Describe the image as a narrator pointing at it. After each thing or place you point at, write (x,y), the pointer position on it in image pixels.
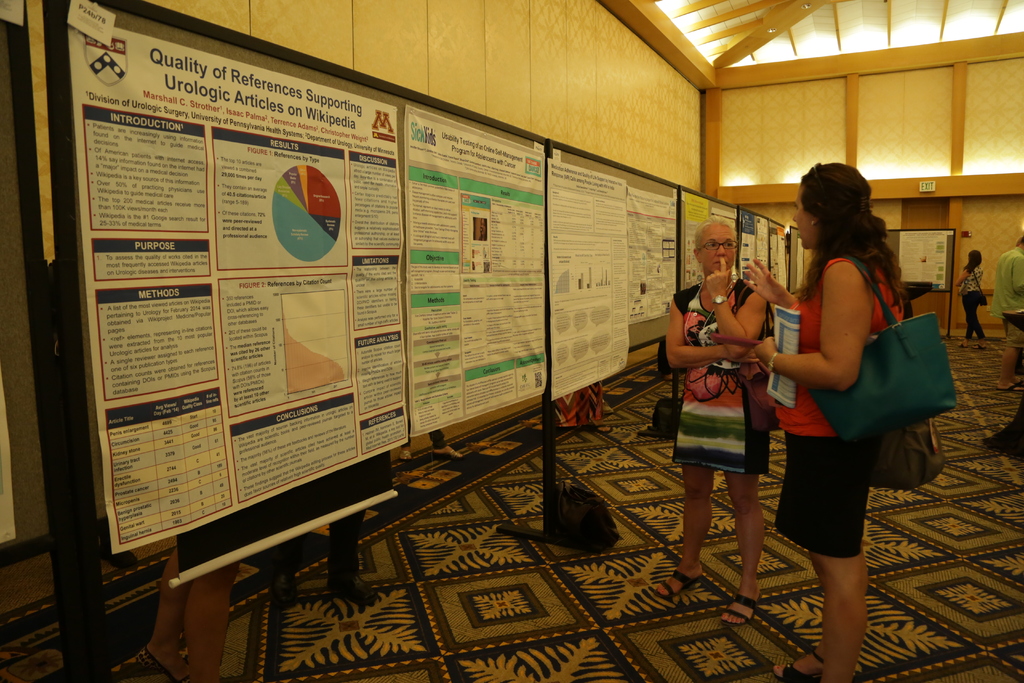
At the top (1001,4) we can see the ceiling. On the left side of the picture (79,232) we can see the notice boards (128,156) with some information. In this picture we can see the people (839,556) and bags (923,470). On the floor (594,576) we can see few objects (649,432). We can see the women (859,316) are discussing.
